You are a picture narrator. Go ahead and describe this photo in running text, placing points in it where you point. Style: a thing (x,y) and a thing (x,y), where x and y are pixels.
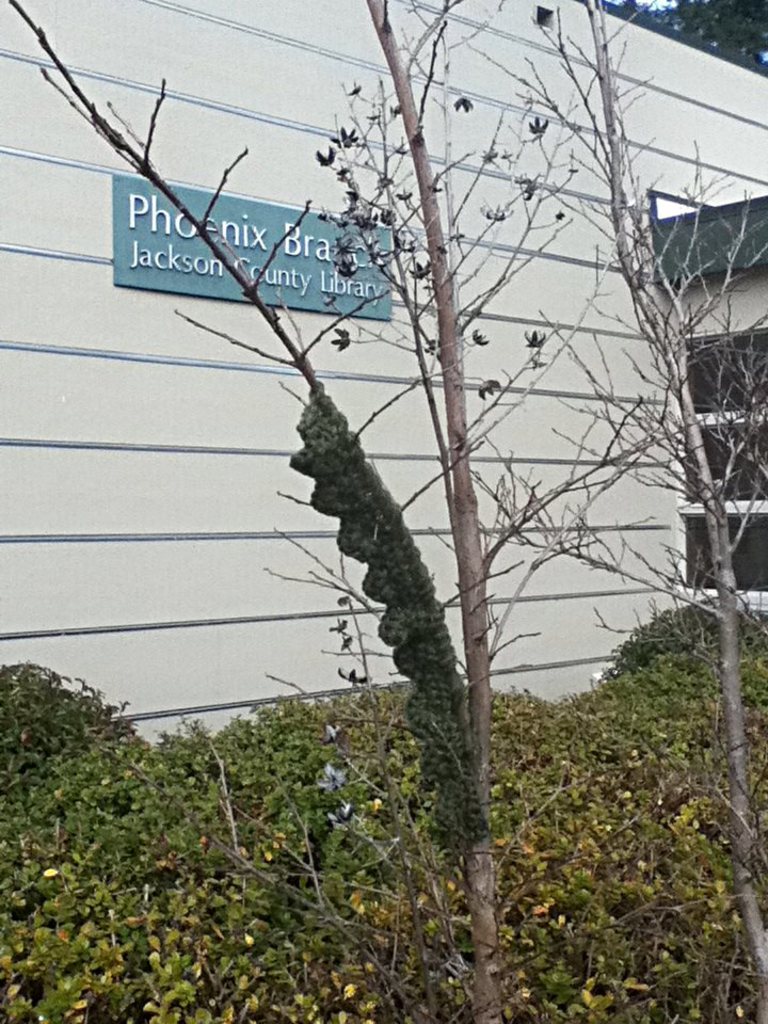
In this picture I can see the plants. I can see trees (470,520). I can see glass window (712,421). I can see the wall (248,447).
